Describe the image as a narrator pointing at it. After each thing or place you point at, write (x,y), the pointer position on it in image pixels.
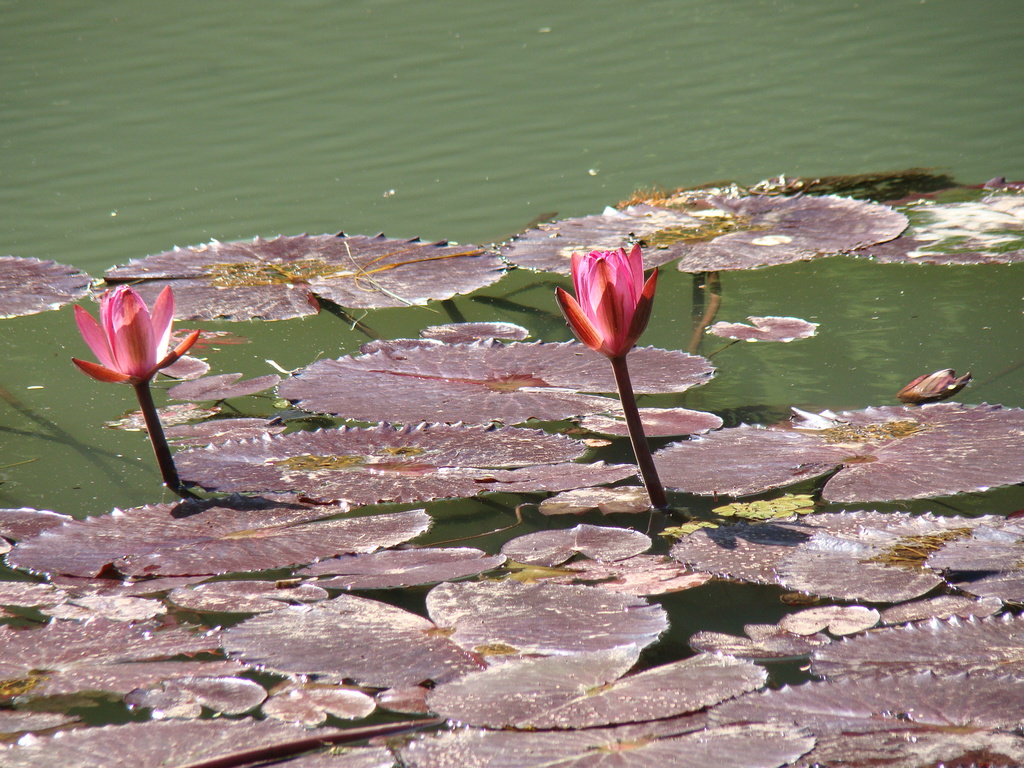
At the bottom of the image (448,528) I can see water (335,167). At the top of the water (250,579) I can see leaves (496,600) and flowers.
